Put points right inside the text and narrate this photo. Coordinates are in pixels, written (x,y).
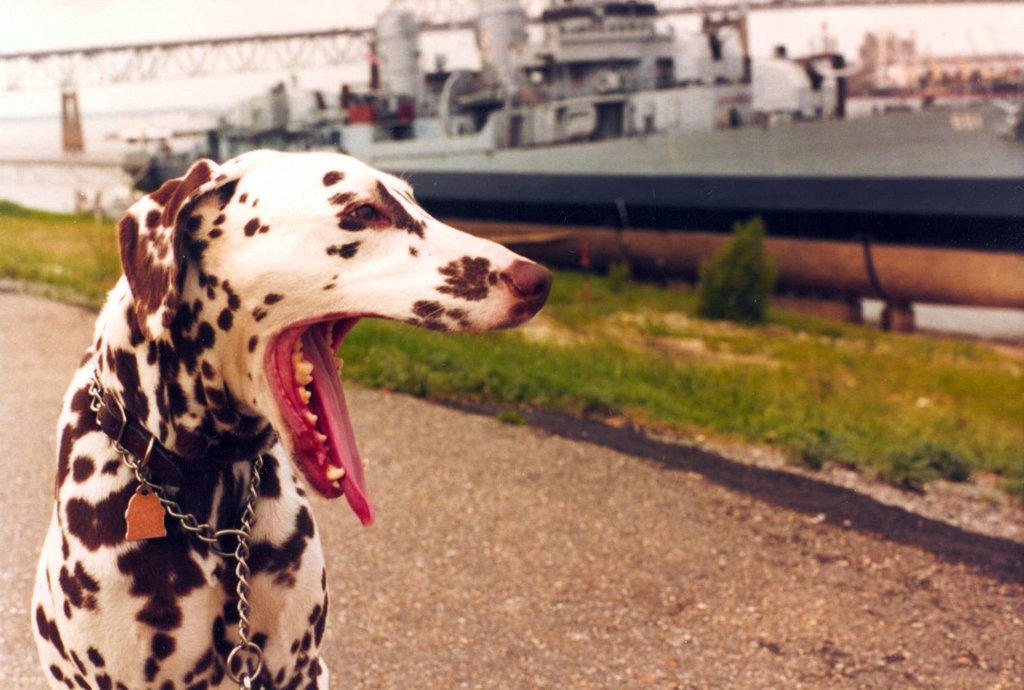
In the image there is a Dalmatian dog (248,361) and there is a chain (188,516) around its neck (209,507) and behind the dog (370,306) there is a big machine (641,122), in front of the machine (775,227) there is a grass (696,360).
